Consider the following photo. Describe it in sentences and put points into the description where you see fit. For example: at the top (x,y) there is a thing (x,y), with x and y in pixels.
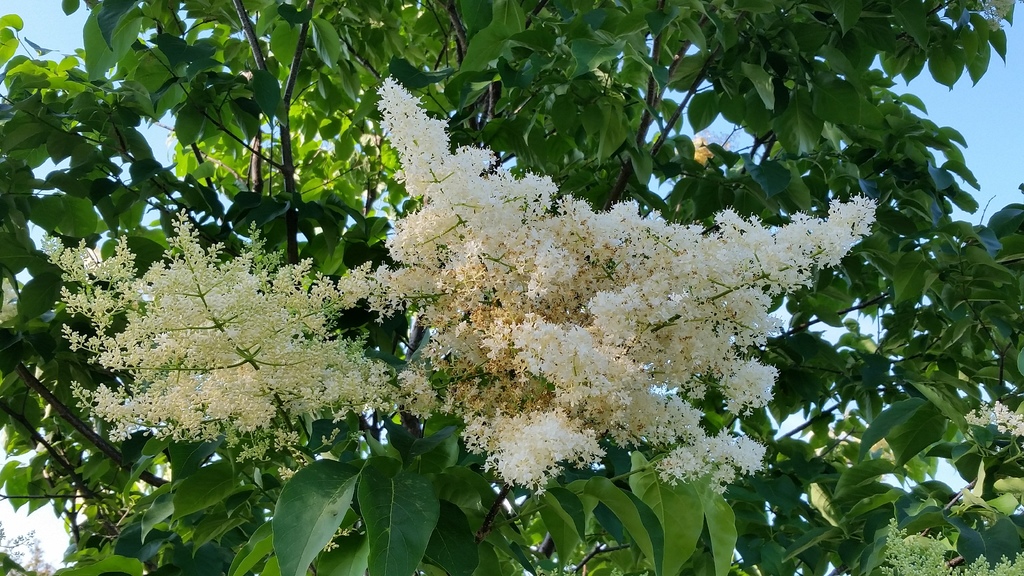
In this image in the foreground (468,264) there are some flowers (468,264), and in the background (54,387) there are trees (810,149) and sky (1,7).
